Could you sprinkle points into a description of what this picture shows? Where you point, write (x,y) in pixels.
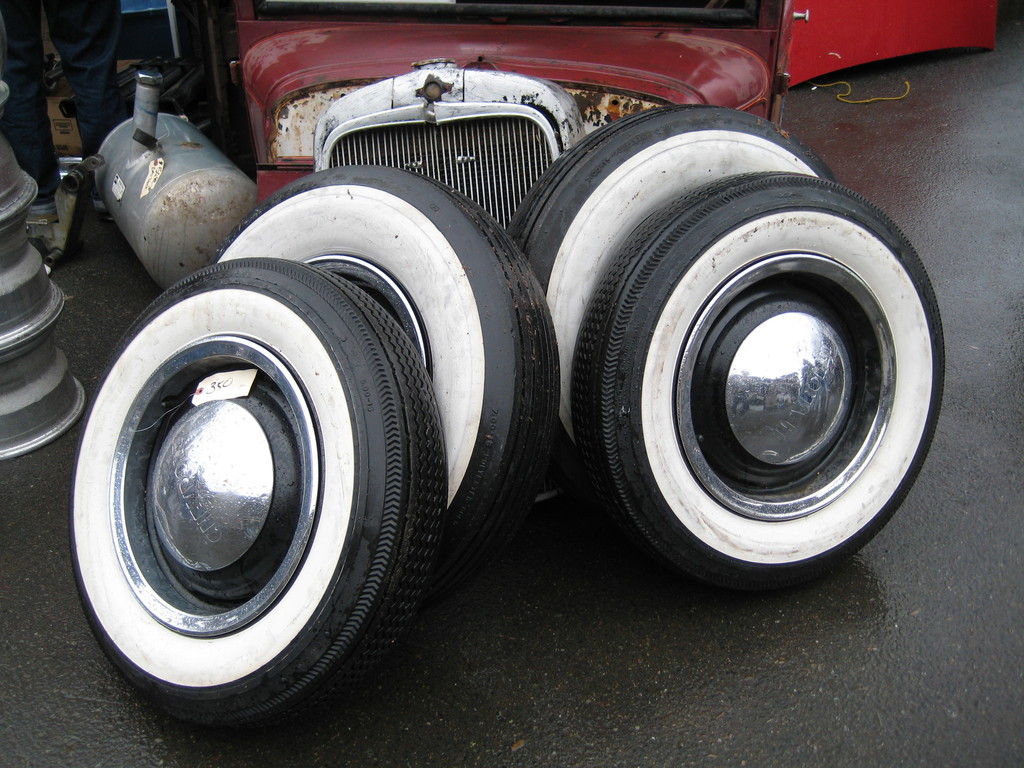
In this picture there are four tires (734,307) which are kept near to the bonnet (421,80). On the left (49,372) we can see the steel panels (15,368). At the top left corner (34,93) there is a man (85,81) who is standing near to the carton boxes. On the top right corner (906,16) there is a car's door (871,25).
